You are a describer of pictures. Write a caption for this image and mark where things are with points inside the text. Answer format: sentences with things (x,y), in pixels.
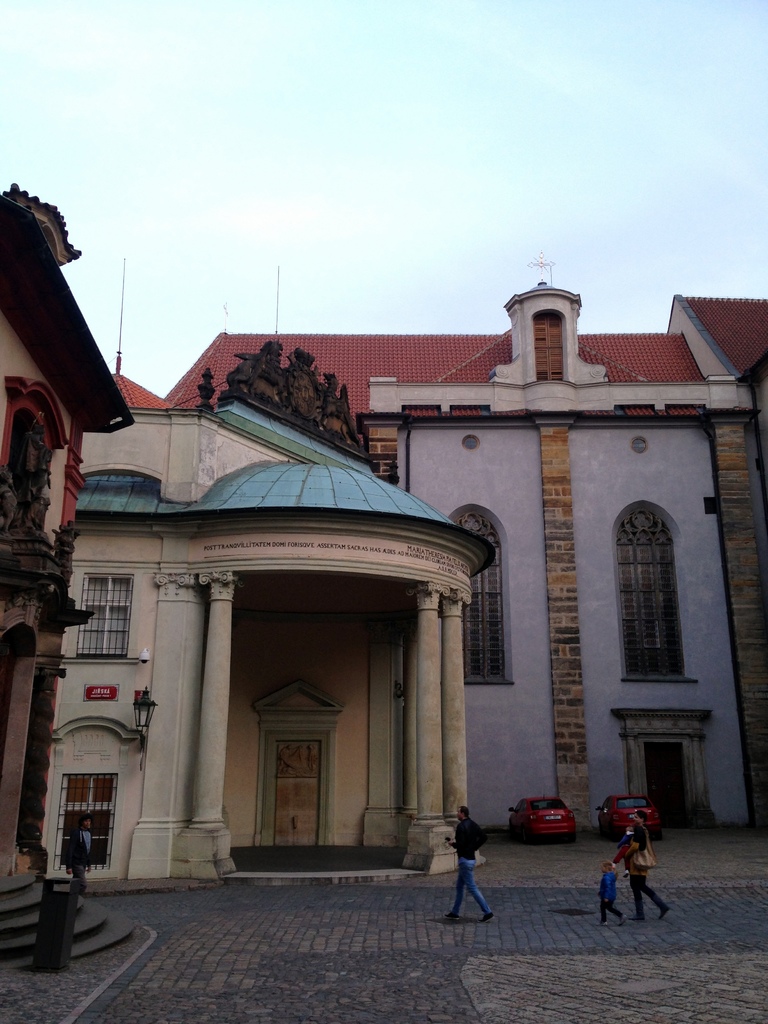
In this image there is a building (363,542), in front of the building (115,670) there is a dustbin (43,892), few persons (74,846) walking, there are two vehicles (618,809) parking on the floor (529,845), in front of the building (518,762), at the top of the building (380,392) there are some sculptures (205,404), at the top (327,185) there is the sky (252,94), there is a lamp (142,721) attached to the wall (181,699) of the building (158,720) in the middle (278,668).
